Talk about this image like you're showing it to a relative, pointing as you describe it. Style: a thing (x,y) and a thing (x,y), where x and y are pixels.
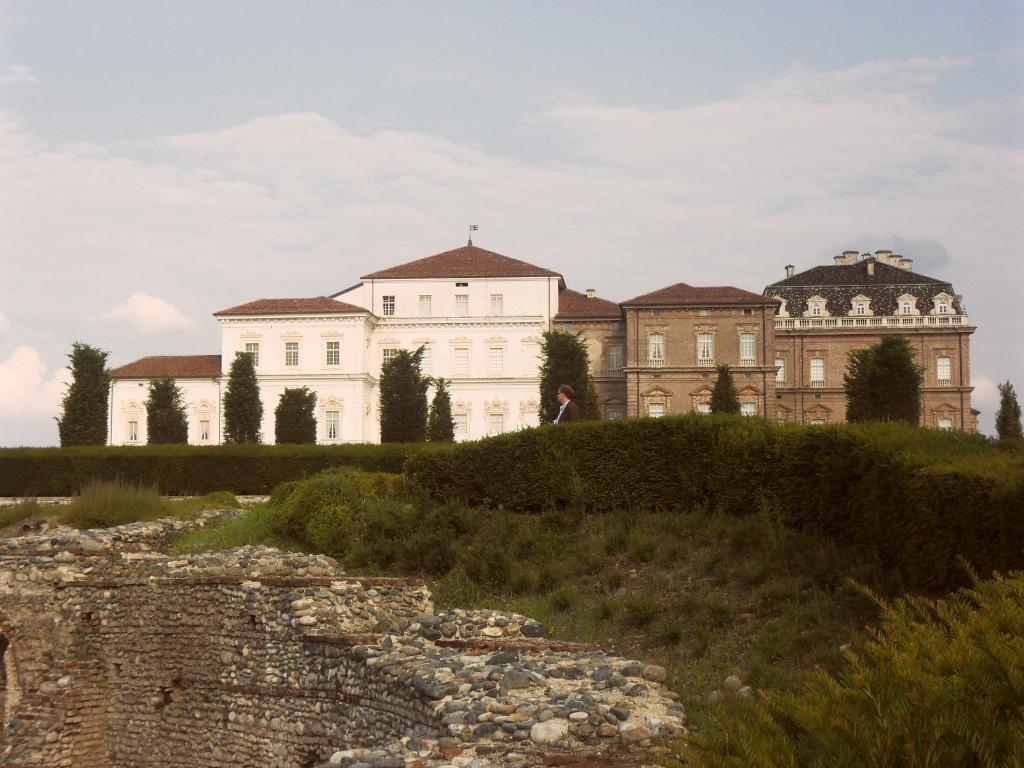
In this image there is a building (810,402), in front of building (700,398) there are some trees (401,387), bushes (473,449), person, may be stone wall (52,547), at the top (335,209) there is the sky (552,174).
